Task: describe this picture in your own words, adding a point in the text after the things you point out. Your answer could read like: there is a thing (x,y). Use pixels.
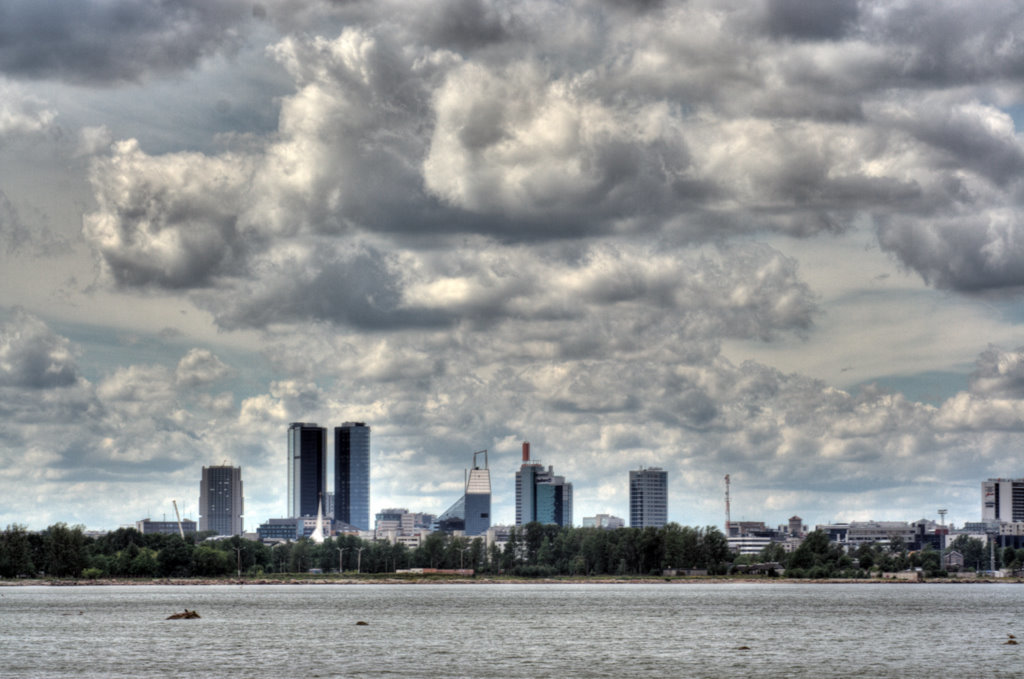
At the bottom of the picture (442,640), we see water (456,585). There are many trees (555,540) and buildings (235,533) in the background (598,535). At the top of the picture (398,165), we see the sky (71,236) and the clouds (722,265).
